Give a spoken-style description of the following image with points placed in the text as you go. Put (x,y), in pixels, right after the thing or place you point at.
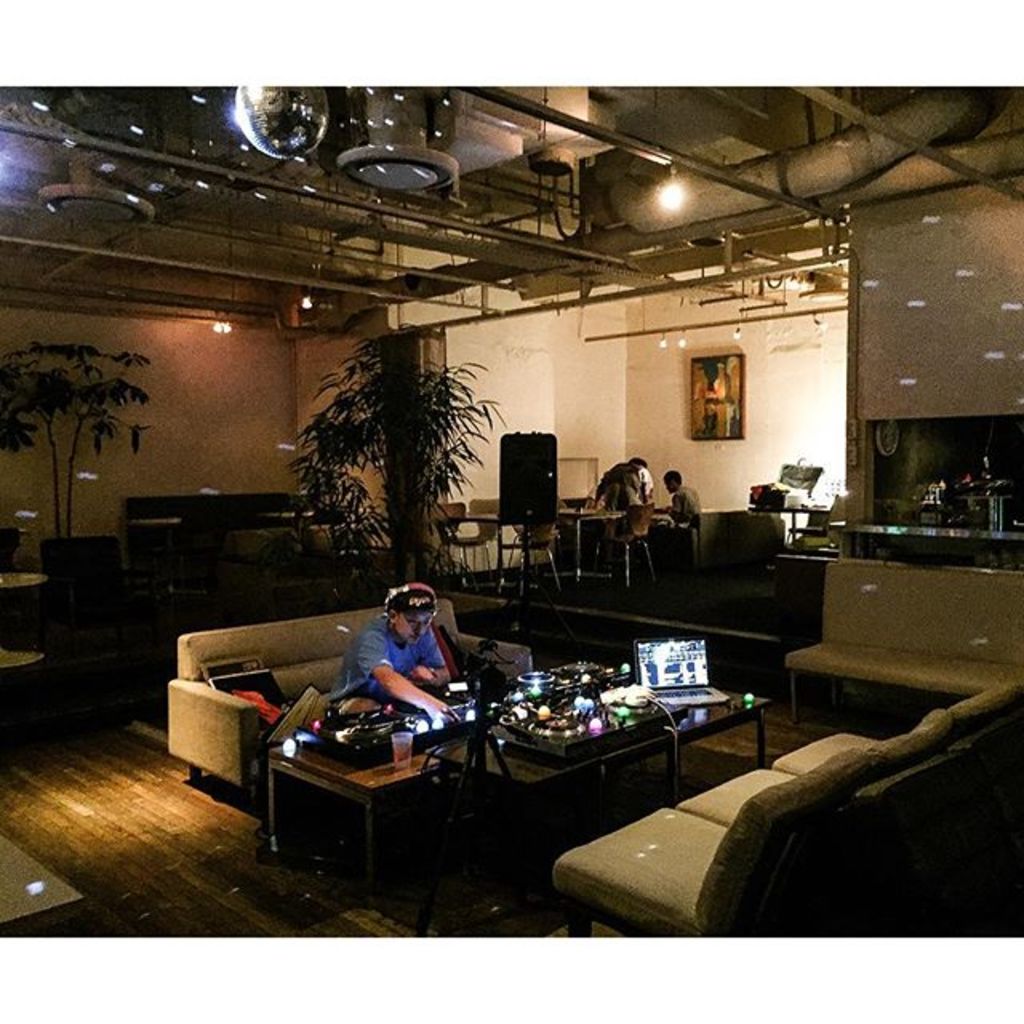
This image consists of few things they are, in the right side of the image (943,631) there is a sofa (991,891). In the middle of the image (665,657) there is a table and few things (581,714) on it and a man (447,716) sitting on a sofa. In the left side of the image (11,433) there is a plant (141,362) in the pot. At the top of the image (218,254) there is a roof (12,95) with lights (668,187). At the background (602,375) there are few empty chairs (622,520) and a wall (770,369) with frame (709,409) on it. At the bottom of the image (293,860) there is a floor (92,886).
